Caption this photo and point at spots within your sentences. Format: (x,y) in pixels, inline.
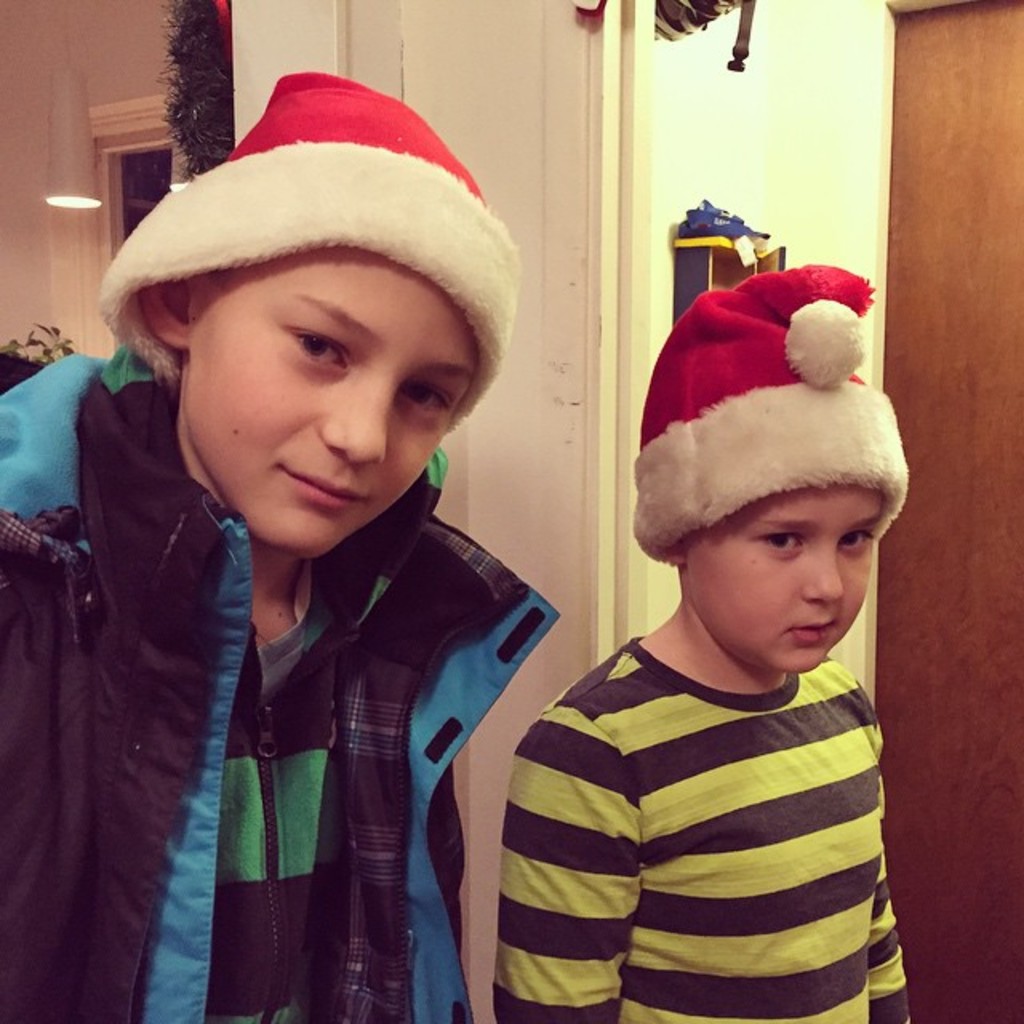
This picture is clicked inside. On the right (796,808) there is a kid (792,756) wearing t-shirt (794,780) and standing on the ground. On the left (336,676) there is another kid (241,670) wearing jacket (241,670), smiling and standing on the ground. In the background (886,27) we can see the wall (755,118) and a wooden door (891,161) and many other objects (27,340).
